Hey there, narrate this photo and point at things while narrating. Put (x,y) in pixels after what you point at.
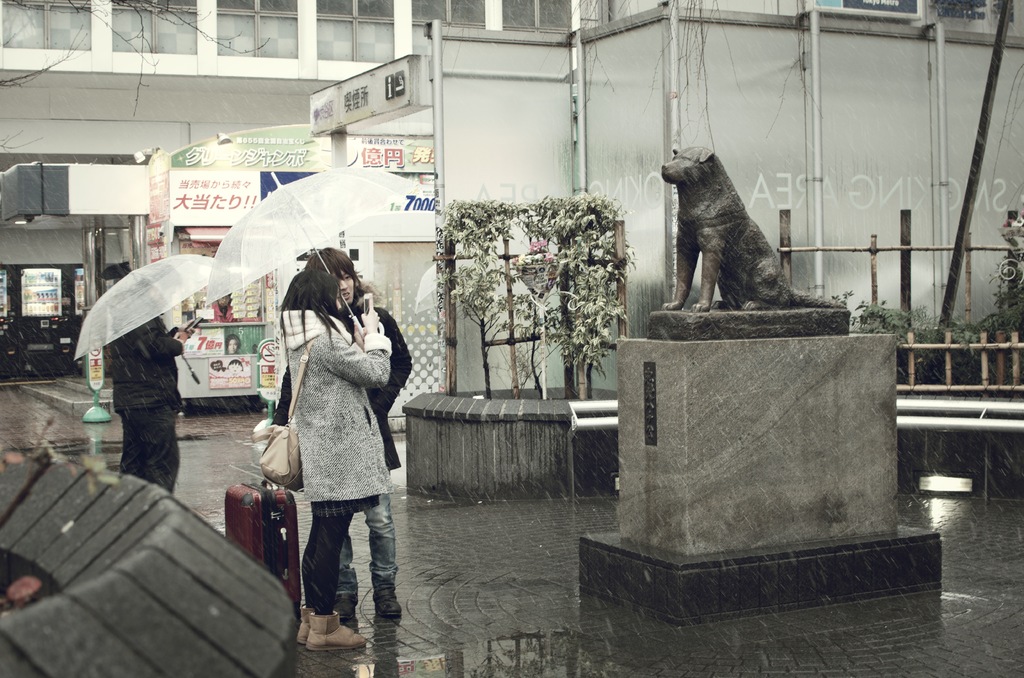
In this image there are a group of people (345,367) who are holding umbrellas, and wearing handbags (281,460). At the bottom (530,558) there is a walkway (79,420), on the right side (739,303) there are some statues (735,224), railing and plants (502,313). In the background (429,337) there are some buildings (859,111), boards (223,203), stores (174,311).
